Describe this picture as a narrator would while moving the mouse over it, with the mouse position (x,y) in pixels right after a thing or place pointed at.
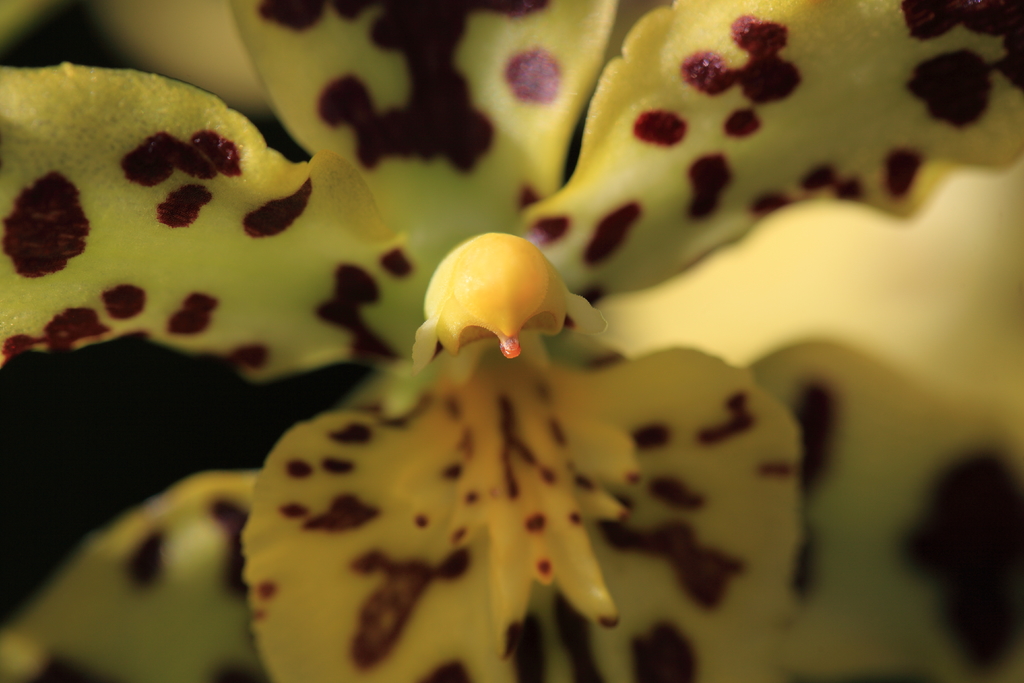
In the foreground of this picture (408,301), there is a flower (556,350) and stigma (493,301) of it is in the middle (493,302).
